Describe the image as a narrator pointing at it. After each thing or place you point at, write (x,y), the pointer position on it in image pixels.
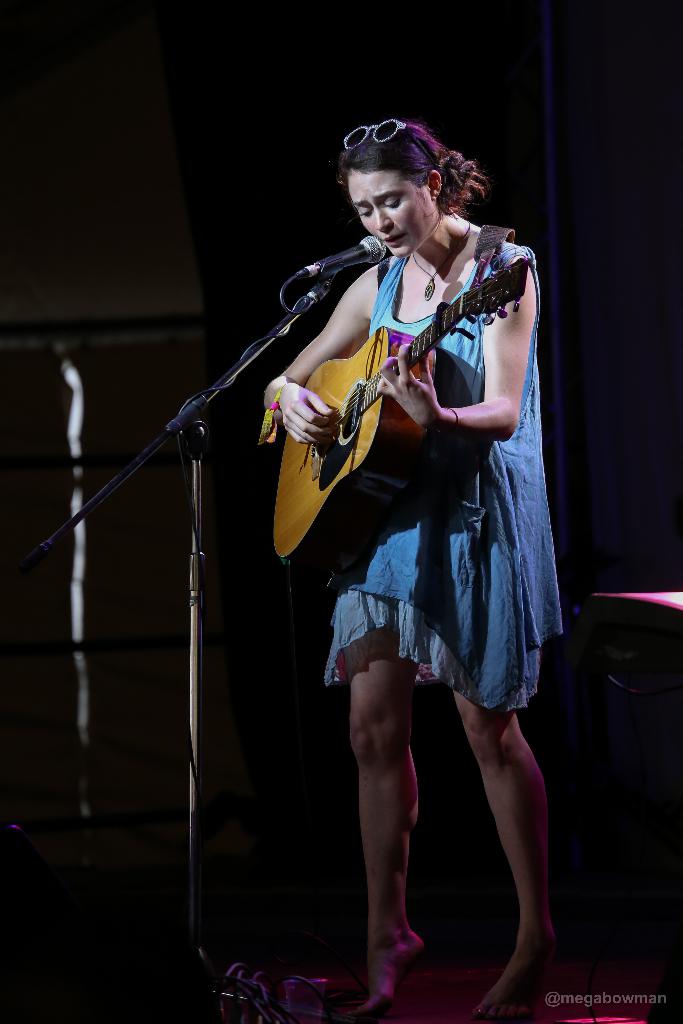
In this picture we can see woman (354,584) standing playing guitar (492,301) with her hands (298,421) and singing on mic (342,265) and in background (184,249) it is dark.
